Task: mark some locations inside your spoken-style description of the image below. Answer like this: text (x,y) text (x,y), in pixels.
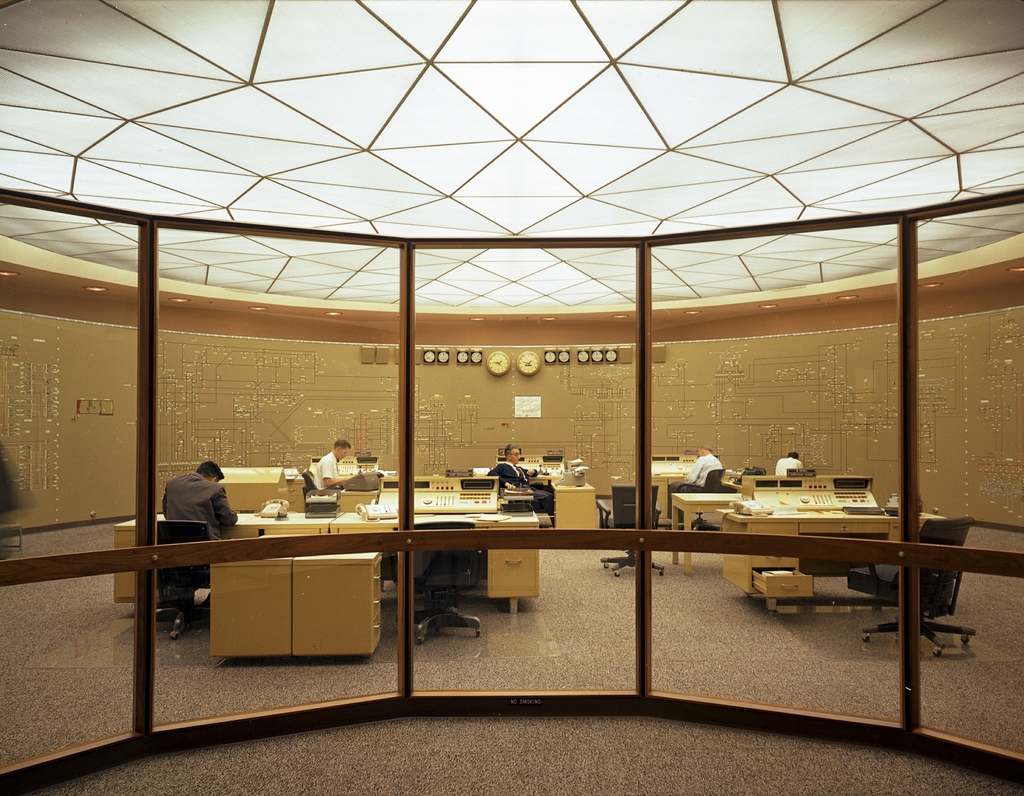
This is the picture of a room (297,529). In this image there are group of people (216,474) sitting on the chairs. There are tables (502,593) and chairs (936,525) and there are devices (236,473), objects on the tables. At the back (509,357) there are clocks (527,366) and lights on the wall (486,404).
